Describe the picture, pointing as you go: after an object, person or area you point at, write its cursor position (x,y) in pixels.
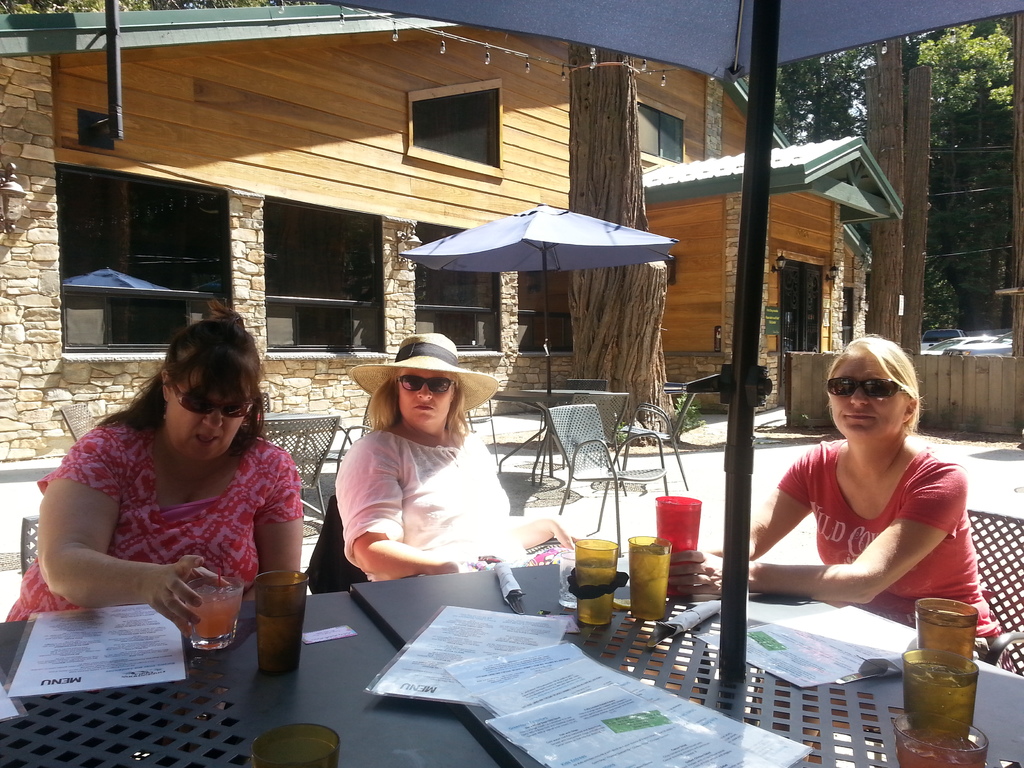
There are three women (406,494), sitting in the chairs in front of a table (283,692). On the table (208,695), there are some papers (397,672), glasses (593,606) here. All of them were wearing spectacles (846,388). In the background (582,409) there are some tables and chairs (557,414). We can observe a building (466,128) and a tree (599,124) here.
